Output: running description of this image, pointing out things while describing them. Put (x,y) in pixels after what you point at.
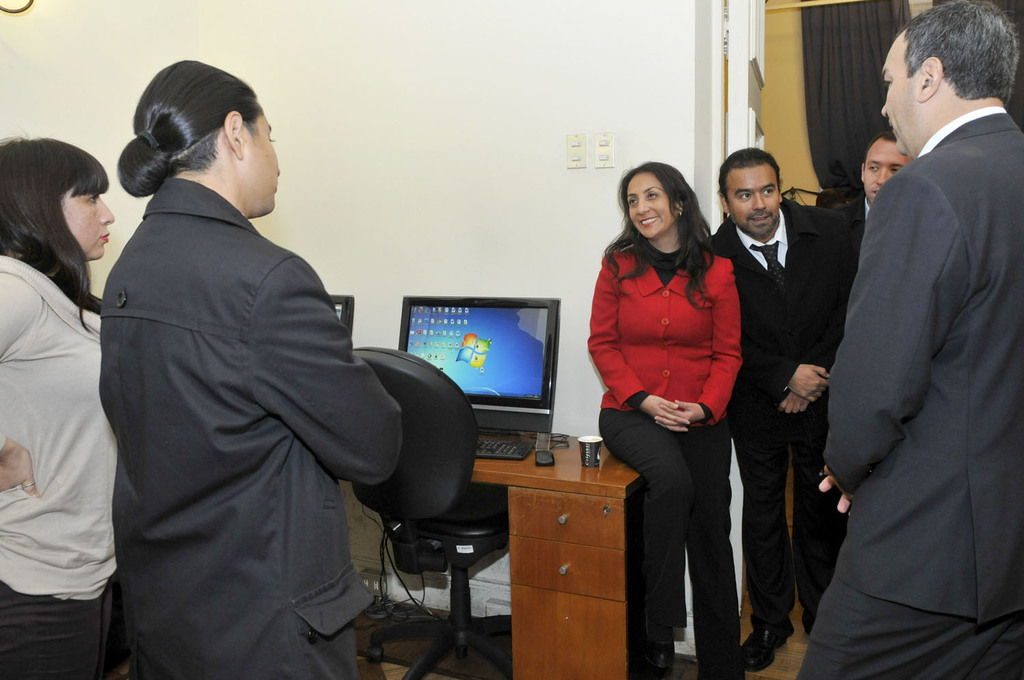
Here people (711,362) are standing. On the desk (534,622) there is monitor (533,421), keyboard (493,452), mouse (545,461), chair (459,540) and this is wall (519,117).
